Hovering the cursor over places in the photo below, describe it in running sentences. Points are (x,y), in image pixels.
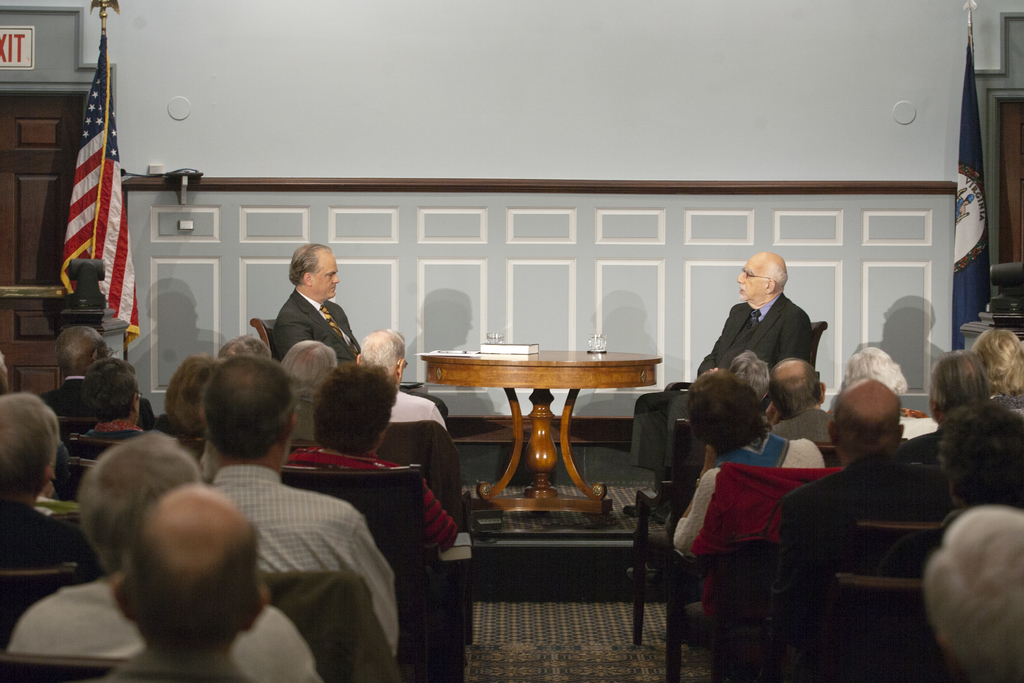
Every person (942,579) is sitting on a chair (812,323). In-front of this 2 persons (356,341) there is a table (537,371), on this there is a book (531,346). Far there is a american flag (121,195). On top (13,51) there is a exit board (25,55). These persons (784,343) wore suit (799,348).
